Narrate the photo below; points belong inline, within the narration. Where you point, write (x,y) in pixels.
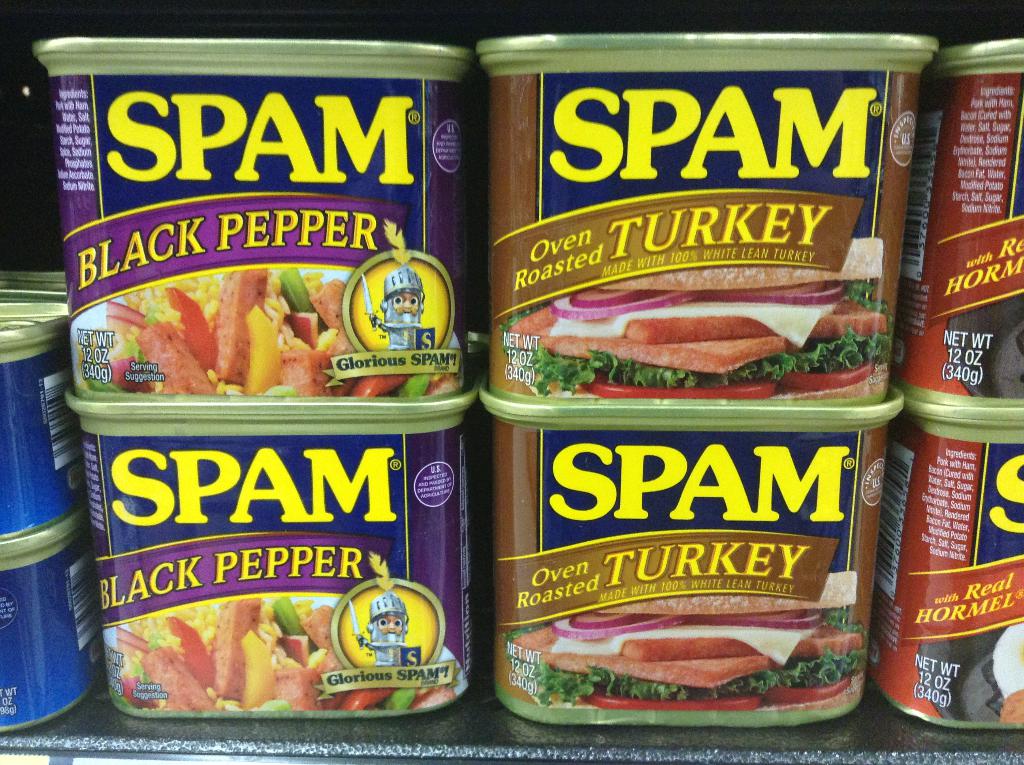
In this picture we can see some boxes (187,423) with labels (282,596) on the platform (734,746).
